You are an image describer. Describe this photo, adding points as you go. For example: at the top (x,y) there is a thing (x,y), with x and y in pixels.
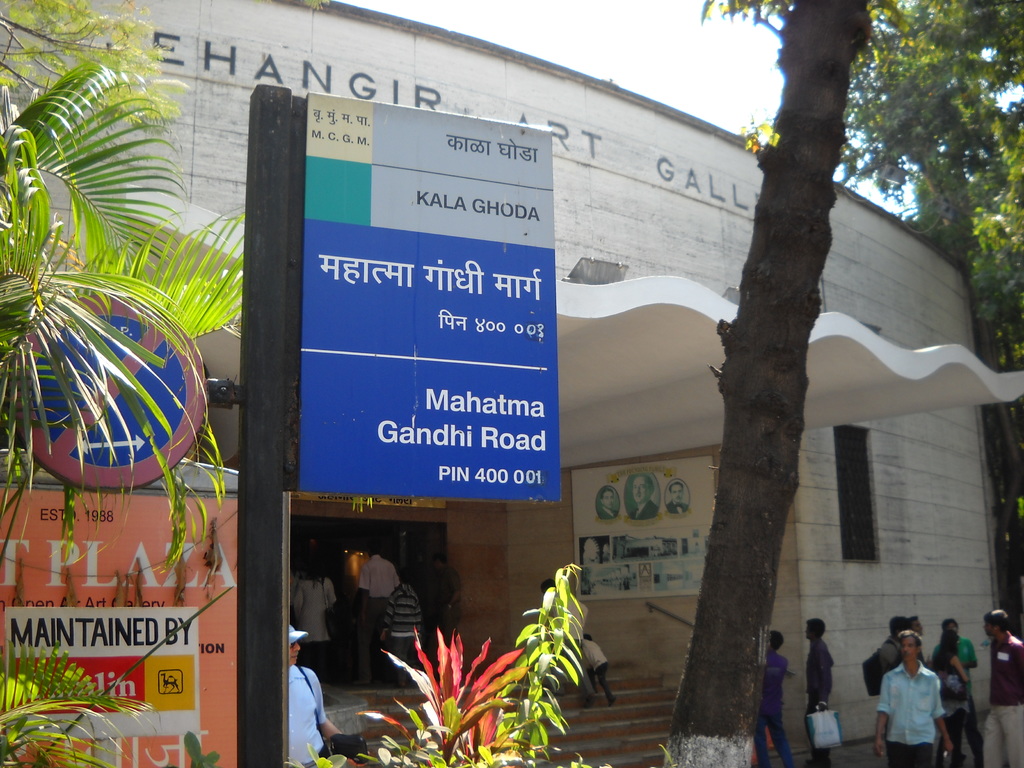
In this image we can see a building (210,365). There is a sign board (189,380), an advertising board (192,577), an address board (468,384) and a notice board (678,528). There are few plants (489,710) and trees (951,188) in the image. There are many people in the image.
